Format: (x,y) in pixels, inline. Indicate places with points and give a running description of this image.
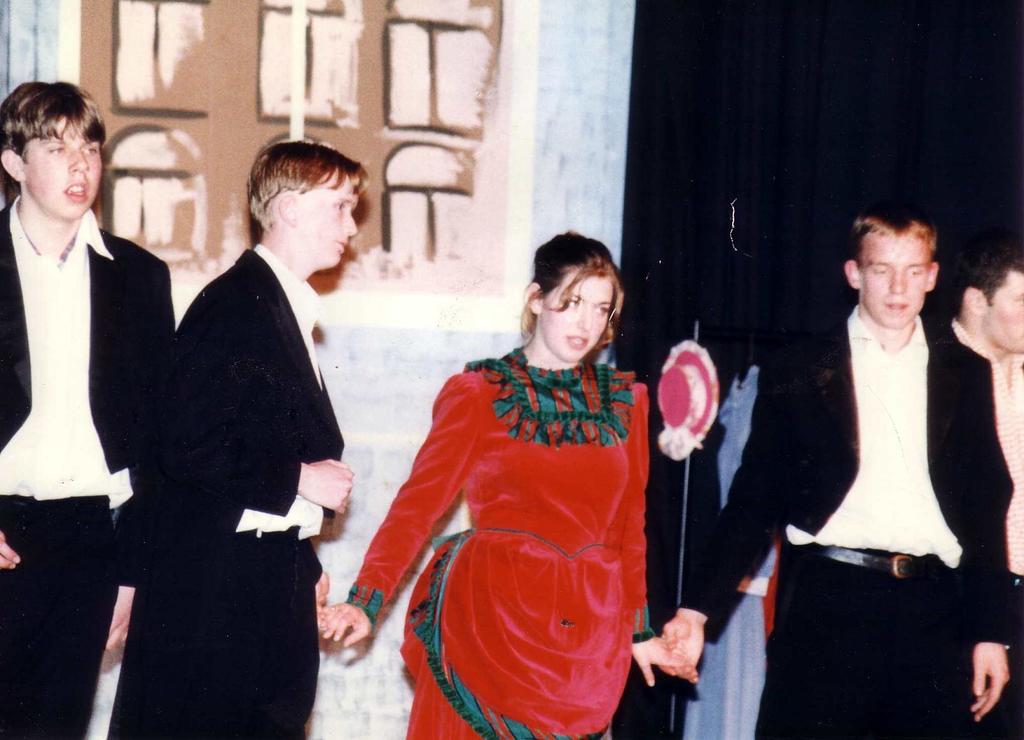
In this picture I can see in the middle (579,359) a woman (579,359) is standing, she is wearing a red color dress (581,546). Few men (320,601) are standing on either side of her, they are wearing black color coats (276,309).
